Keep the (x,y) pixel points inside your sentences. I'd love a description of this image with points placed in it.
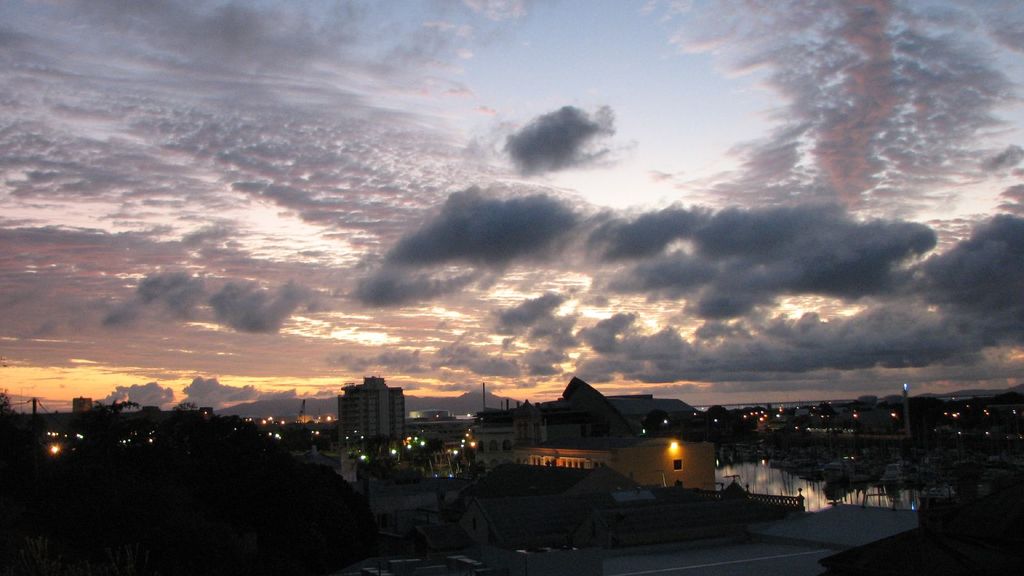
In this image we can see the view of a sunset (446,195) and there are many houses (435,425) and the background (765,134) is the sky (573,125).
